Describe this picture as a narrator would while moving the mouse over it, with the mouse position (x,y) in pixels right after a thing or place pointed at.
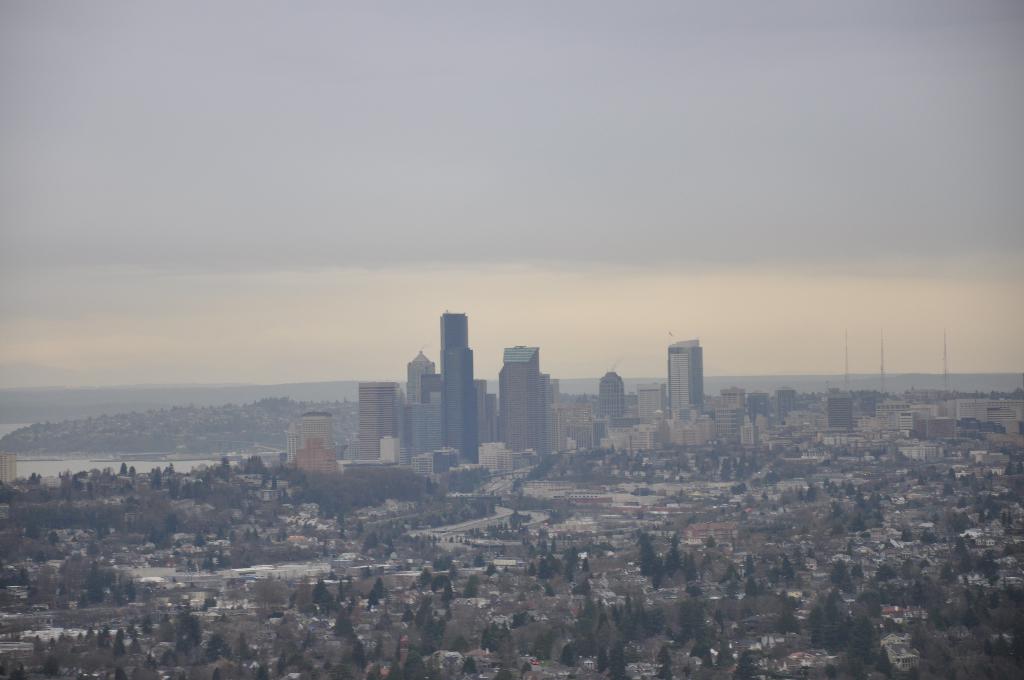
In this image I can see few buildings (624,522), trees (948,582) in green color. Background (913,141) the sky (490,116) is in white color.
